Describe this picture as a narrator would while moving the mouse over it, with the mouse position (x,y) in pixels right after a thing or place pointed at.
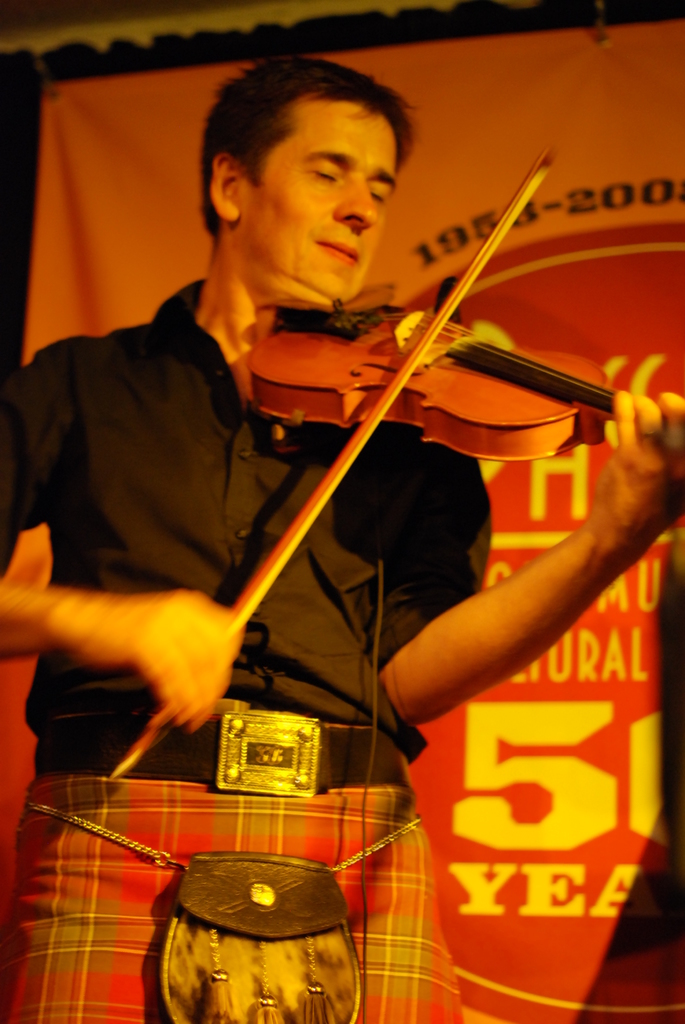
Man (225,618) in the middle of the picture (286,632) wearing black shirt (166,518) is holding violin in his hand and playing it. Behind him, we see a banner (411,208) with some text (515,763) written on it.
